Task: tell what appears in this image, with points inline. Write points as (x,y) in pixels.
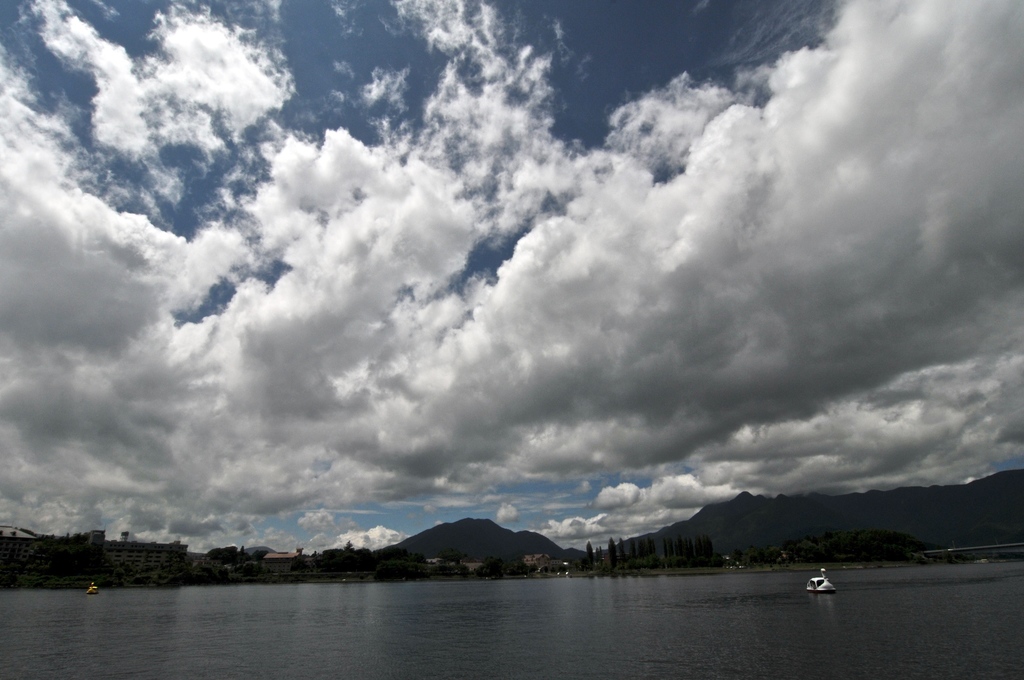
In this image I can see mountains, few trees (106,562), buildings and few objects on the water surface (200,616). The sky (324,336) is in white and blue color.
